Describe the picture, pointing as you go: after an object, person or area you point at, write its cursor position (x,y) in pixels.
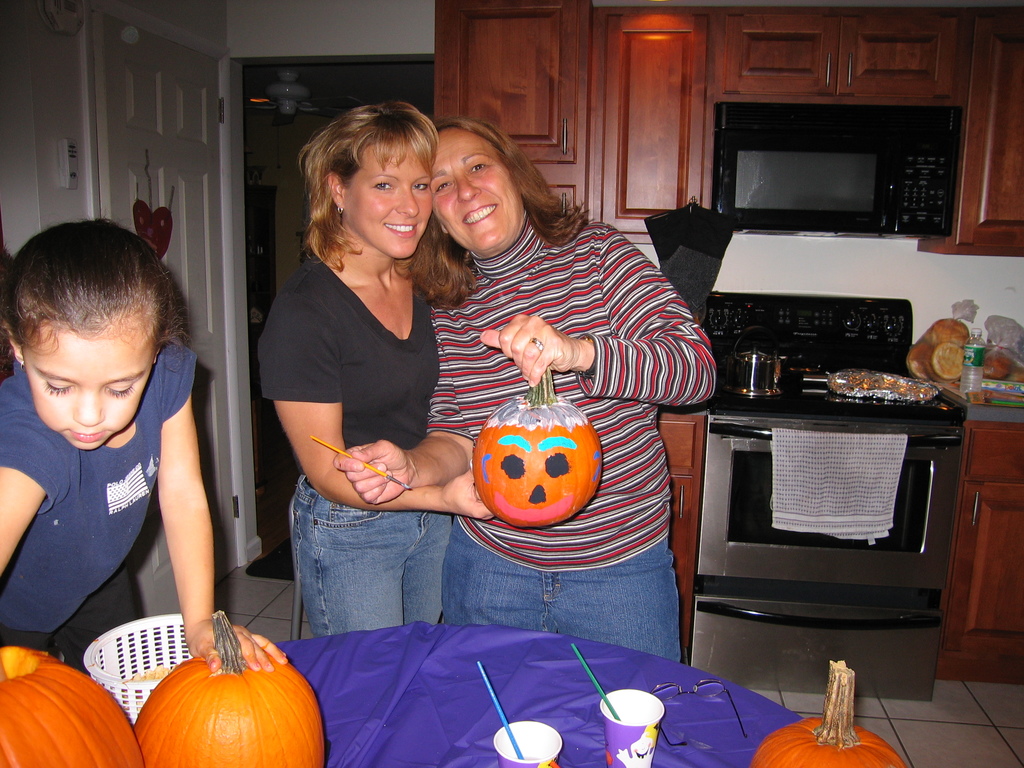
In this image there are two persons (422,410) standing and smiling, a person (462,440) holding a paint brush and a pumpkin (492,472), and there is a girl (17,380), and there are glasses (646,724) with straws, and there are pumpkins (796,764), basket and spectacles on the table (366,740), and in the background (728,533) there is a stove (800,417) with a kettle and an item (893,388) on it, there is a microwave oven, oven (925,451), bottle (978,389) and some other objects (991,372), there are cupboards (523,87), door (227,489) and a fan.
